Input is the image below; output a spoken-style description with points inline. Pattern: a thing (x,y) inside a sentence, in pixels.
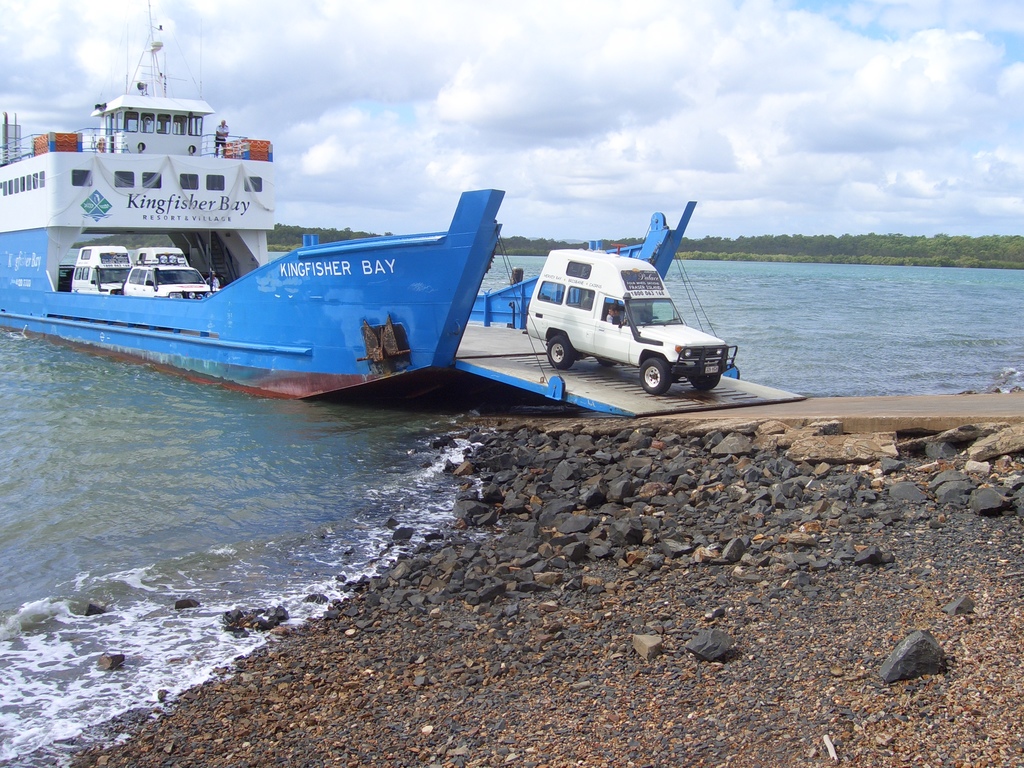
At the bottom of the image (687,596) on the ground (586,501) there are stones (682,492) and also there is a slide (823,412). And there is water (56,351). On the water (71,466) there is a ship (194,309) with windows (135,120), railings (33,150), poles (152,30), vehicles (94,257) and some other things. And also there are few names (19,261) on it. In the background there are trees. At the top of the image (605,105) there is sky (804,65) with clouds (416,178).
